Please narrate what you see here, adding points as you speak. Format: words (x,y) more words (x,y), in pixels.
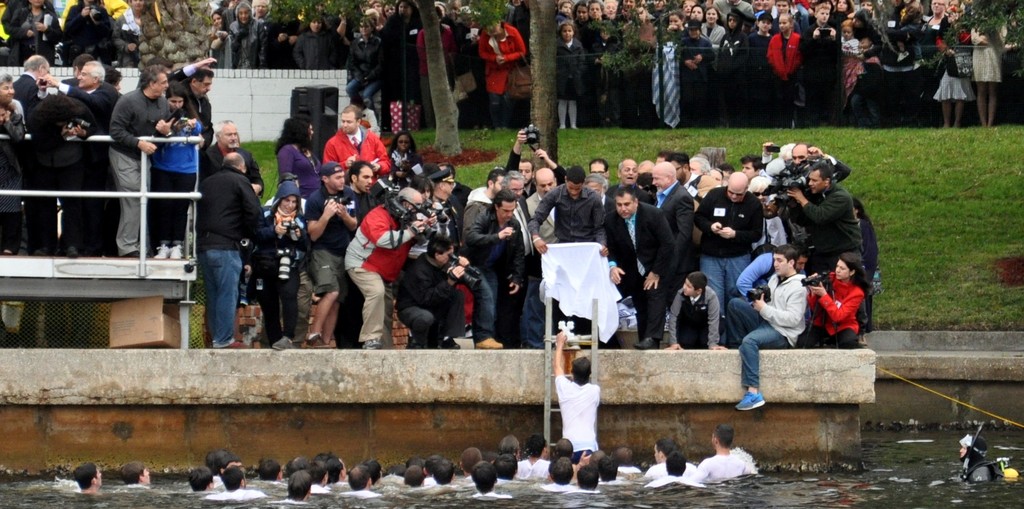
In this picture I can see few people (352,183) standing and few of them holding cameras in their hands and I can see a group of people (302,501) in the water (889,493) and a man (575,398) climbing the ladder (597,353) and I can see a man (547,222) holding cloth (580,289) in his hands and I can see trees (533,106) and grass (971,227) on the ground (981,253).
